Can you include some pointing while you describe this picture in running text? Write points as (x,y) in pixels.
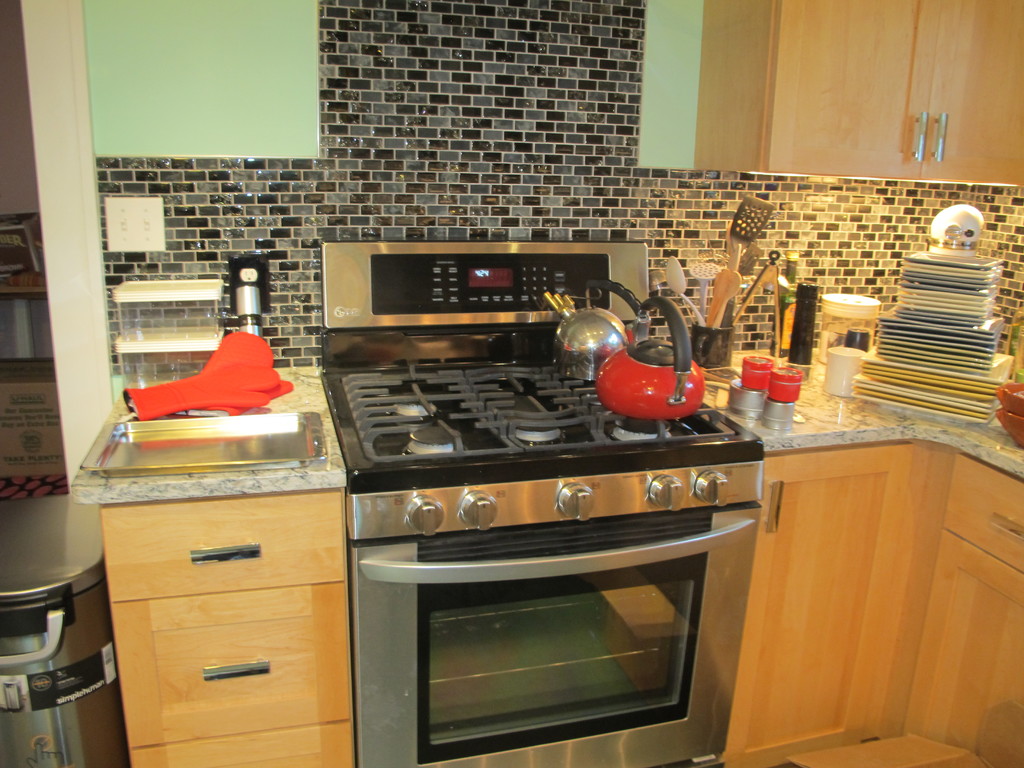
There are vessels (632,397) on a stove (546,447) which is attached to the table (800,429) on which, there are plates (914,366) arranged, a cup (855,361), bowls (1012,390), a bottle (796,282) and other objects (728,382). On the left side (117,473), there is a tray (197,422) near red color gloves (246,388), boxes (147,285) and a tin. And this table (329,463) is having wooden cupboards (816,579). On the left (61,744), there is a dustbin (73,637). In the background (153,186), there is a wall (152,66) and cupboard (851,51).
